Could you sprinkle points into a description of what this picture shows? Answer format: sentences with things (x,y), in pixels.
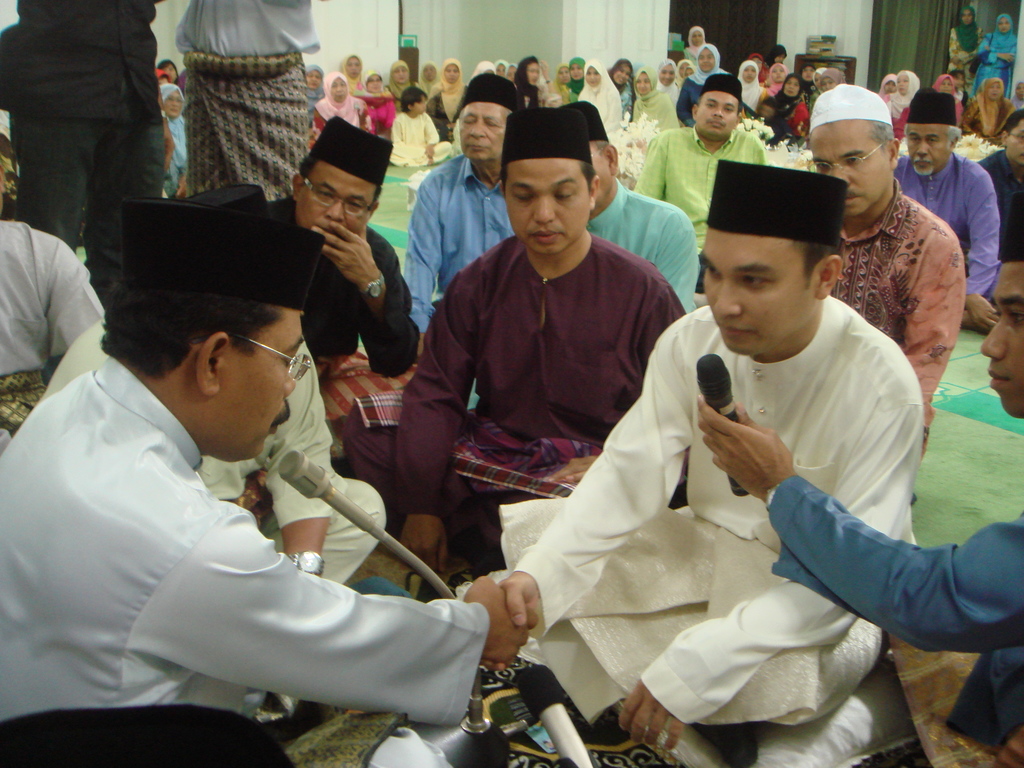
In this image people (500,344) are sitting on the mat (386,217). At front there is a mike (461,744). At the back side (900,9) there are curtains (899,38) and we can see a table (821,57). On top of it there is an object (832,48).
